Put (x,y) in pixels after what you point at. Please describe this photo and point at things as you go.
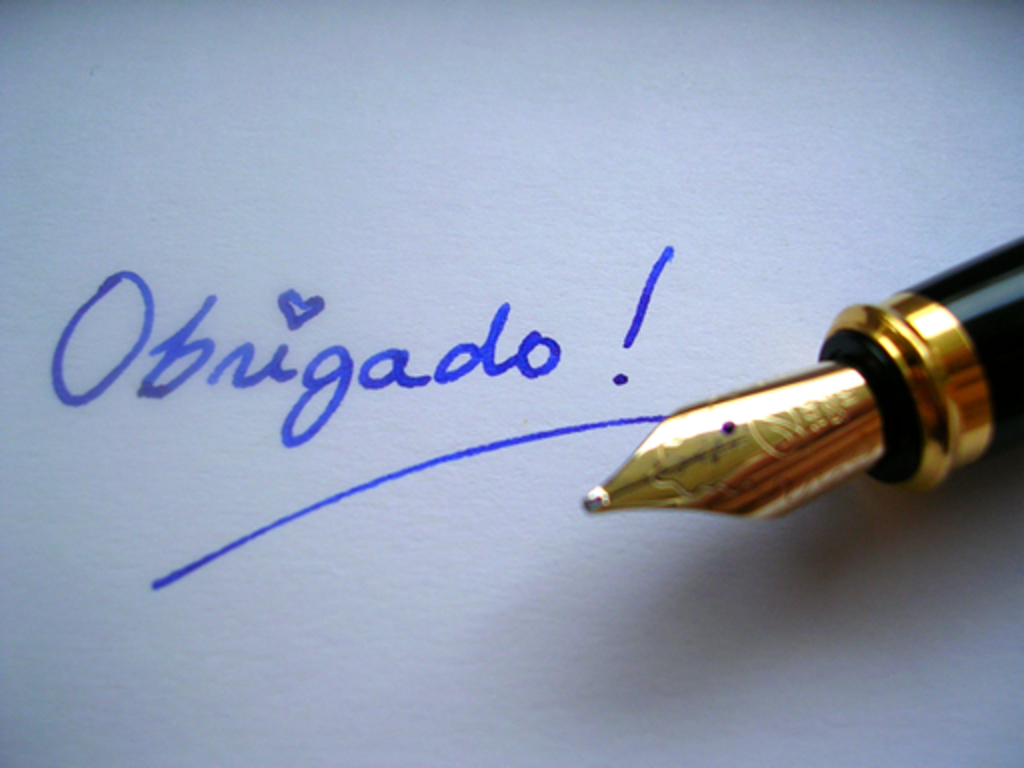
There is an ink pen (674,480) and something is written with the pen (688,489), it is of blue ink (339,372).
